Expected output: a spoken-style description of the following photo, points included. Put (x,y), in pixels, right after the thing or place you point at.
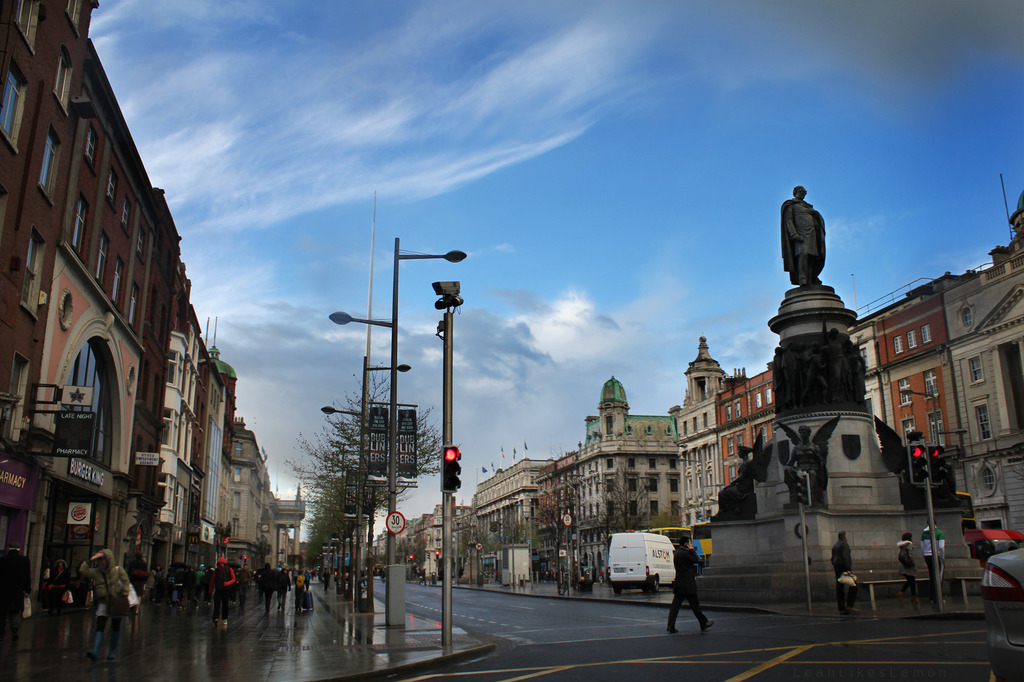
In the image we can see there are many buildings (625,442) and these are the windows (76,242) of the building (67,232). This is a light pole (391,431), signal pole (459,471), road (551,612), vehicles (632,546) on the road (556,625) and there are people (188,578) walking they are wearing clothes (184,595). This is a sculpture (791,254) of a person (807,232) and a cloudy sky (473,137).
